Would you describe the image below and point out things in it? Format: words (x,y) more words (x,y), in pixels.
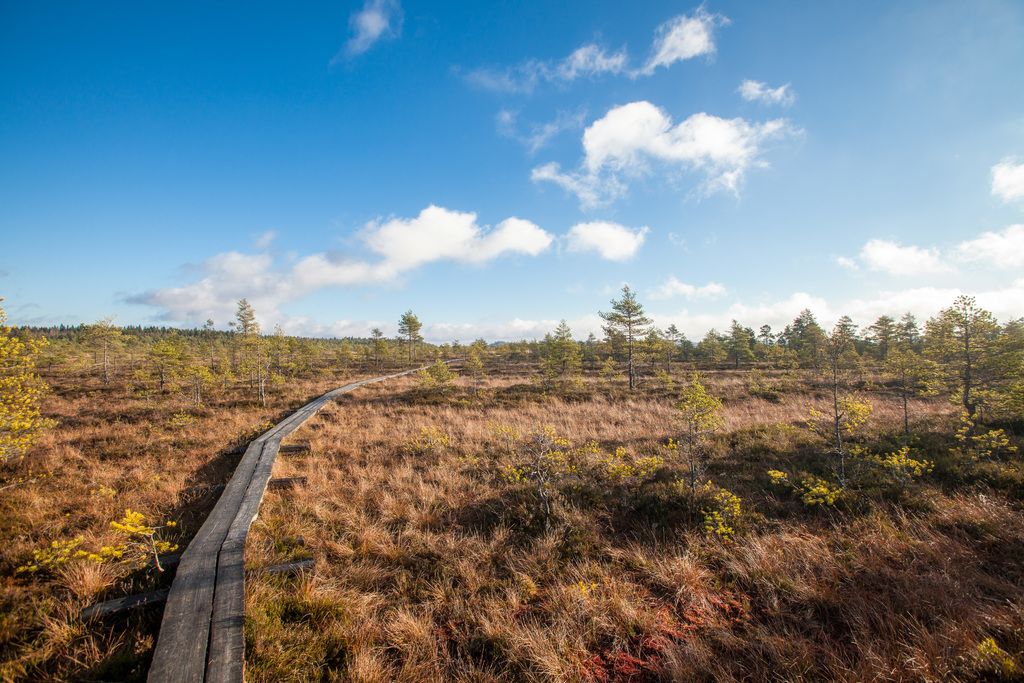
In this picture we can see grass (763,611), trees (9,416), plants (988,447) and wooden planks (287,565). In the background of the image (472,183) we can see the sky (472,183) with clouds (461,212).
